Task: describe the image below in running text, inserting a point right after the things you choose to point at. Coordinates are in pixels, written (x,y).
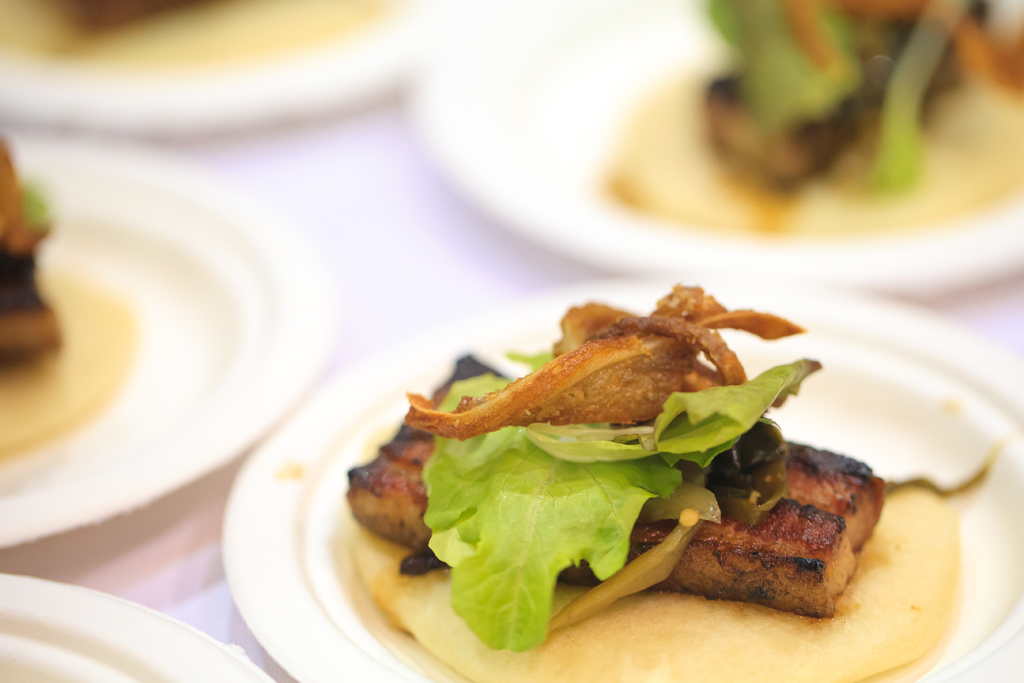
In front of the picture, we see a white plate (311,533) containing edible (566,444) is placed on the white table (418,288). We see the plates (211,276) containing eatables (855,168) are placed on the table (391,264). This picture is blurred in the background (793,247).
